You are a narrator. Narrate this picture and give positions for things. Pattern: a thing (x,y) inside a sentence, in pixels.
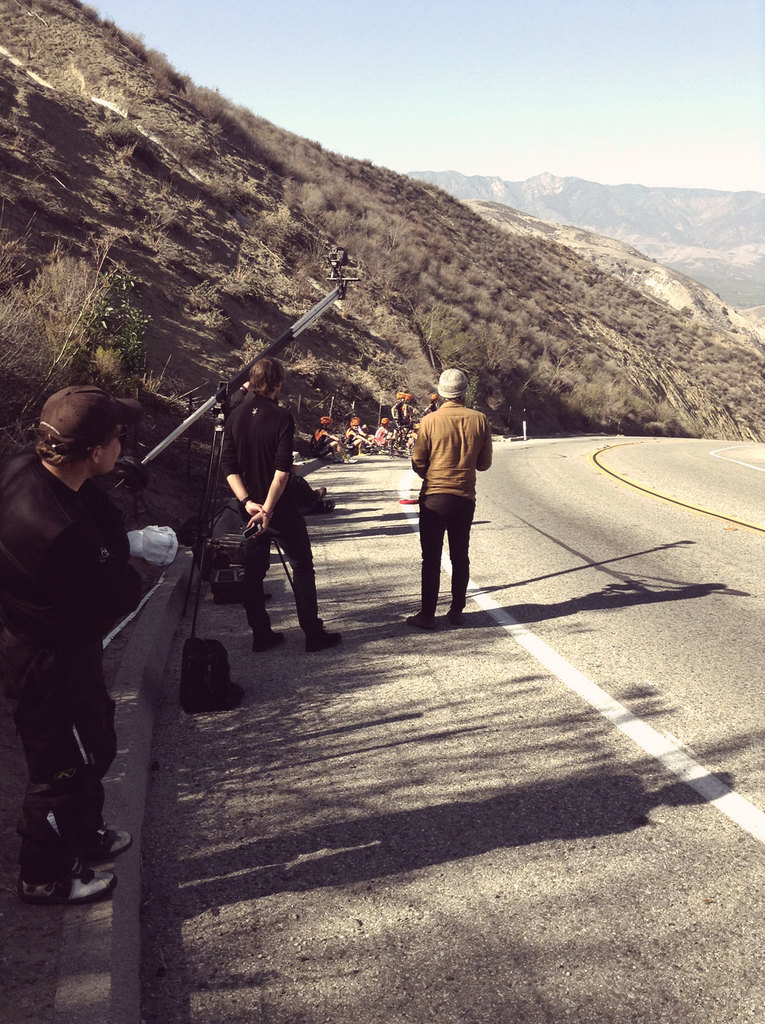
In this image, we can see hills (336,233), trees (26,306) and people (357,435) some of them are wearing caps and there are bags (184,660) and poles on the road (594,612).
